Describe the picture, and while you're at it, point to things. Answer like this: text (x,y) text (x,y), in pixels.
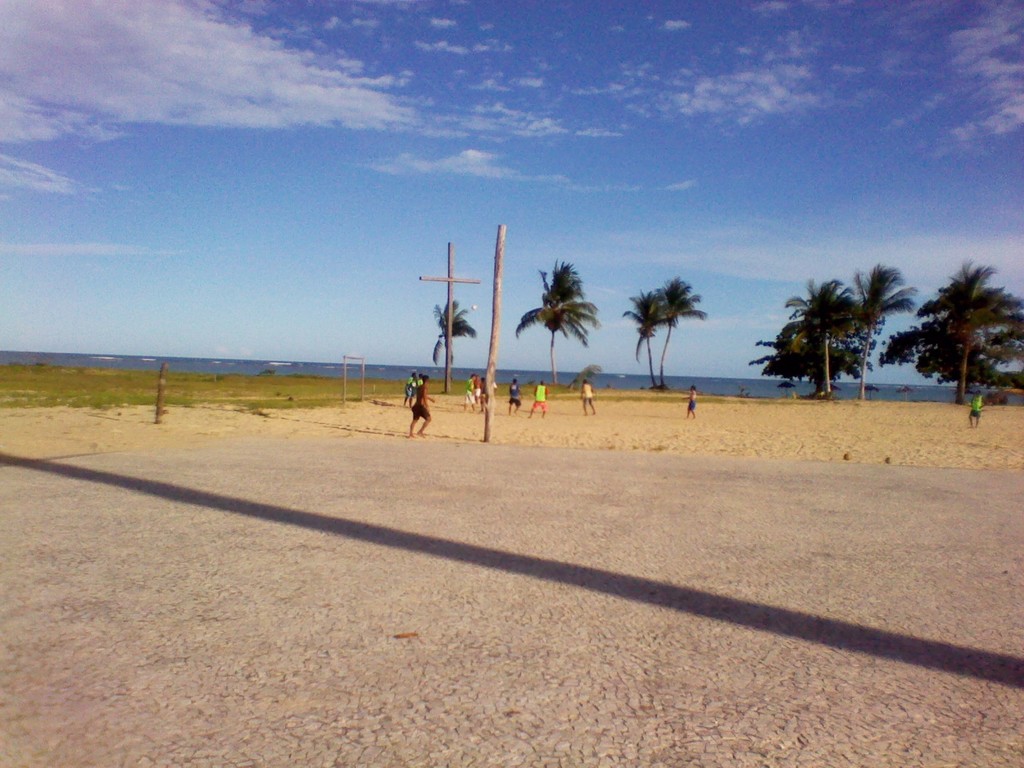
In the foreground of the picture (548,501) we can see dry land (259,469). In the middle of the picture (465,428) there are people (480,398), poles (450,330), soil (500,423), trees (919,352) and palm trees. In the background (414,366) we can see a water body (61,355). At the top (529,147) there is sky (928,210).
